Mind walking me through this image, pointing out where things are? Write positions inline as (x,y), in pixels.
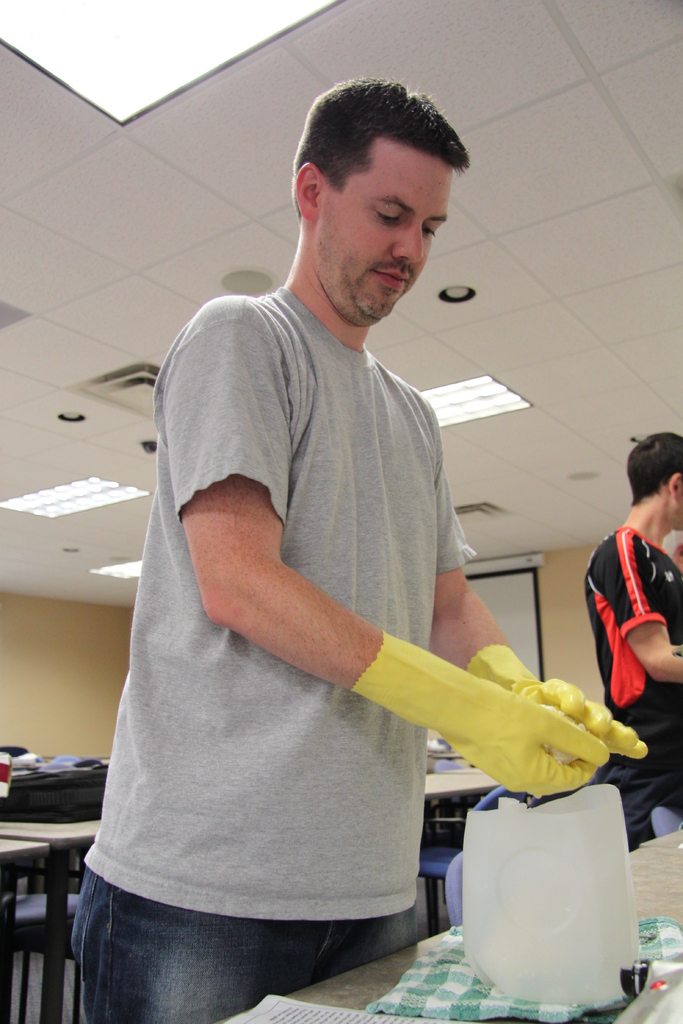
This image consists of a man (372,705) wearing gloves (545,772). In the background (41,830), there are tables (19,855). At the top (109,166), there is a roof (75,422) along with the lights (105,572). To the right (553,924), there is a plastic jug (600,941) kept on the desk (333,987).
